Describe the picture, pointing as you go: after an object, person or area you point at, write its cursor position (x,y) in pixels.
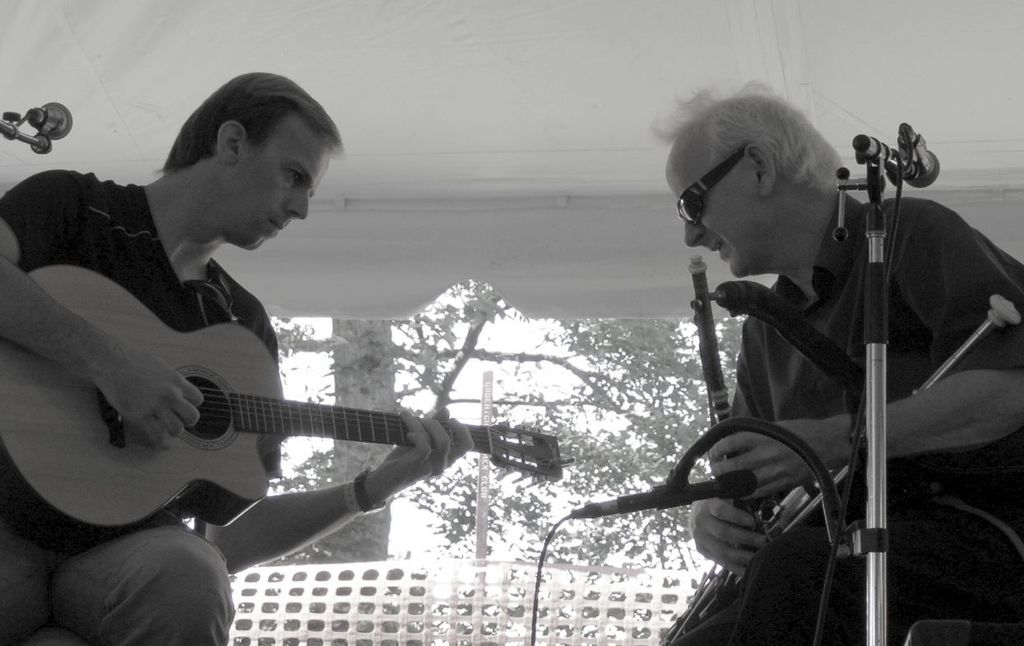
As we can see in the image there are trees (661,374), two people (1000,410) over here and the man (163,399) on the left side (163,337) is holding guitar (164,452). The man (972,577) on the right side (706,306) is holding musical instrument (706,358) and in front of them there are mics (910,168).
